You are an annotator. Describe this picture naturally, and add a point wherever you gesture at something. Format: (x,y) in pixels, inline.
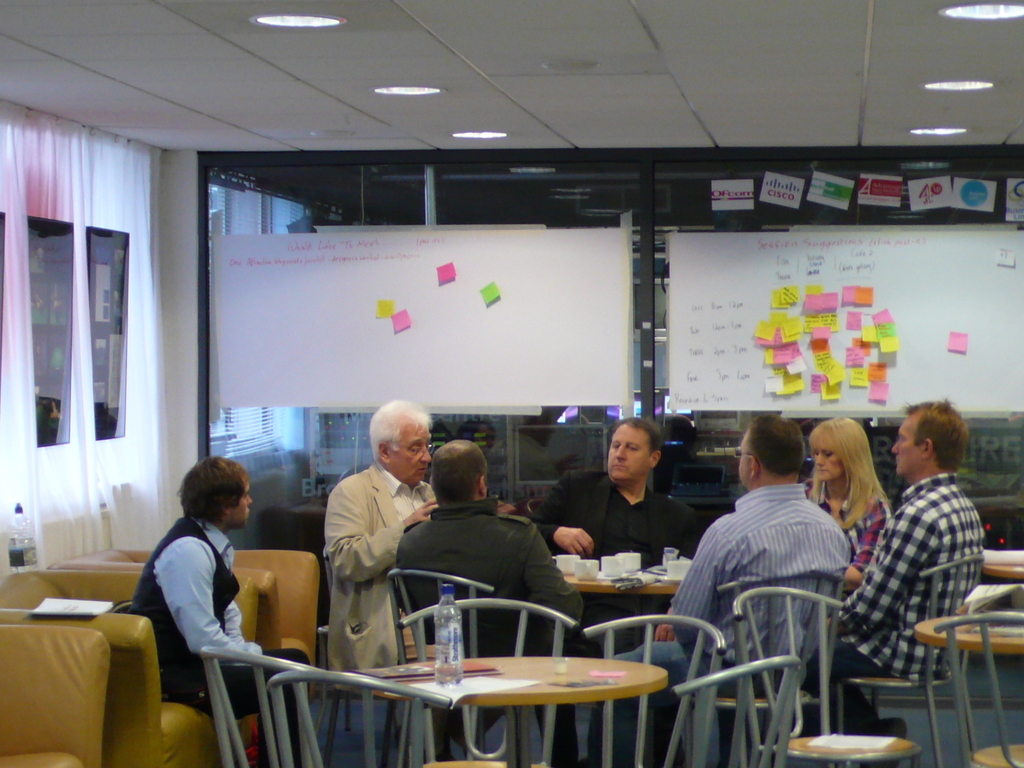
This is a picture inside the room (72,65). There are group of people (627,458) sitting around the table (568,660). There are cups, bottles (461,662), papers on the table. At the back (453,319) there is a board (673,296), at the top (322,18) there are lights (308,22) and at the left (54,149) there are curtains (73,362).
